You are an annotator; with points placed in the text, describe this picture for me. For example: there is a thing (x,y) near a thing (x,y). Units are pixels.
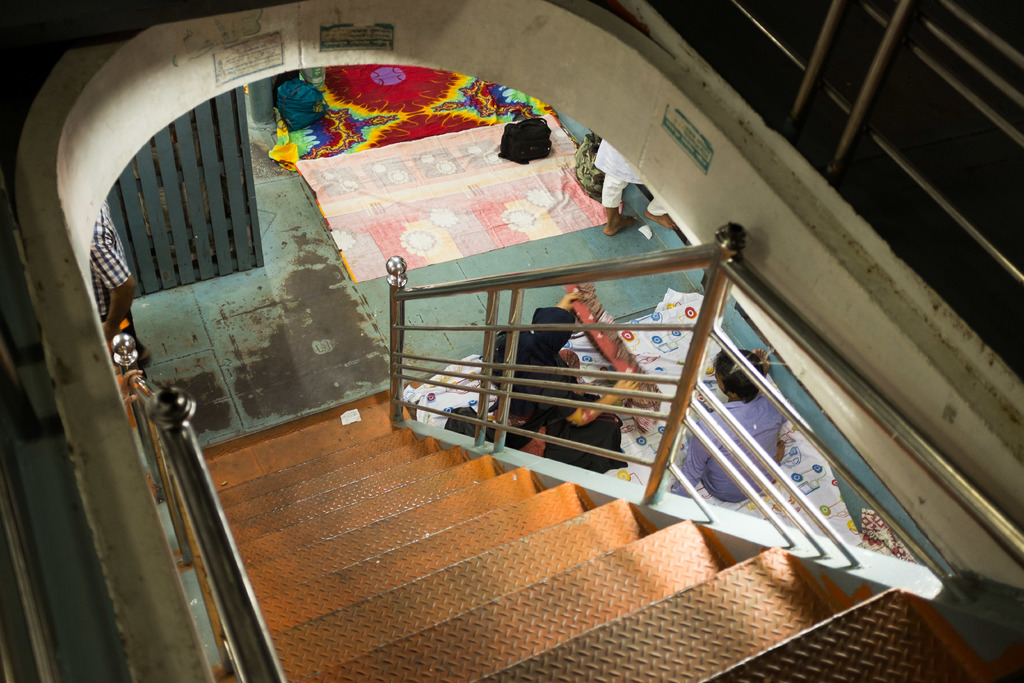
This picture is clicked inside the room (419,345). In the middle of the picture (420,450), we see the staircase (339,534) and an iron railing (263,637). Beside that, we see people (751,428) sitting on the white sheet (638,406). The person (567,379) in black is holding a cloth (647,385) in hand (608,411). Beside them, we see a black bag (512,156) which is placed on the colorful sheet (415,147). On the left corner of the picture (102,231), man (107,217) in check shirt (100,283) is standing.
